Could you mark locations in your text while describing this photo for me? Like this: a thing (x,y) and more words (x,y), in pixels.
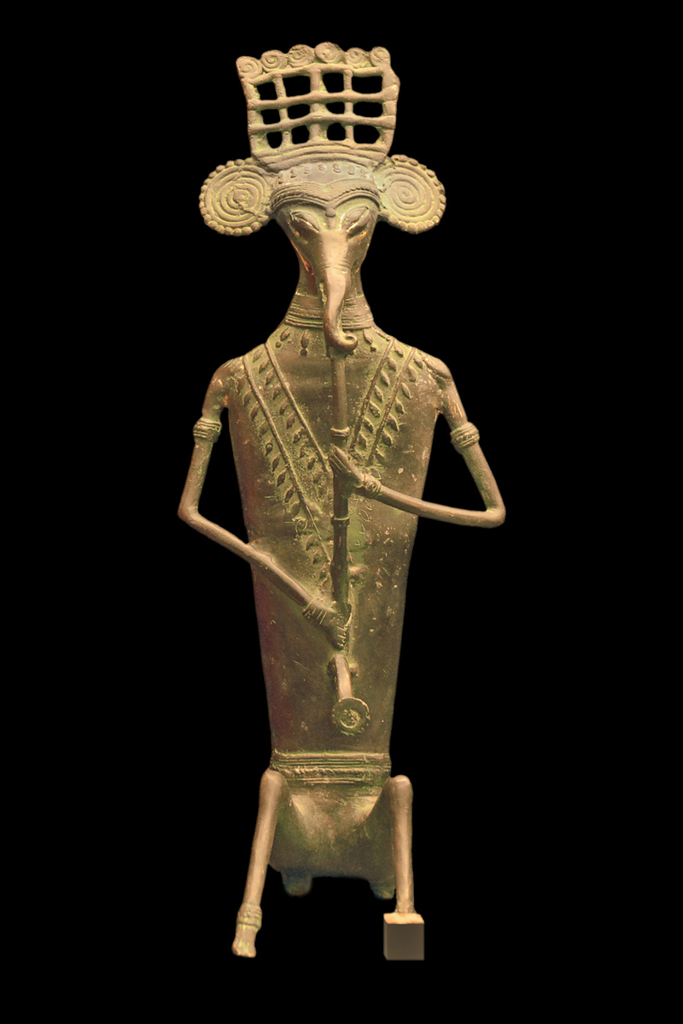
In the center of the image (372,482) there is a statue (368,629).
